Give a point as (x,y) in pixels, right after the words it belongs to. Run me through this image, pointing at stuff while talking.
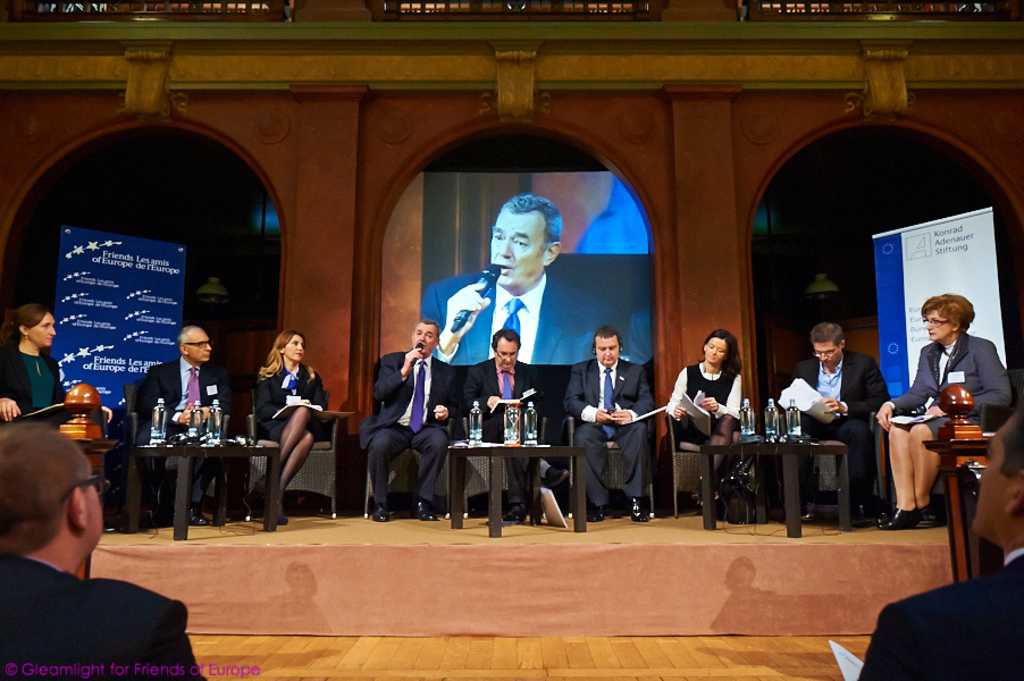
In this image, we can see a group of people (4,601). Few are on the stage (459,596). They are sitting on the chairs (696,480). At the bottom (469,641), there is wooden floor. Here there are few tables (137,476), bottles (196,418) and objects (195,444) are placed on it. In the middle of the image (405,408), a person (409,361) is holding a microphone (422,346). Background (317,271) we can see pillars (322,255), lights (213,301), banners (980,302), screen (424,281). Top of the image (1003,4), there is a railings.
